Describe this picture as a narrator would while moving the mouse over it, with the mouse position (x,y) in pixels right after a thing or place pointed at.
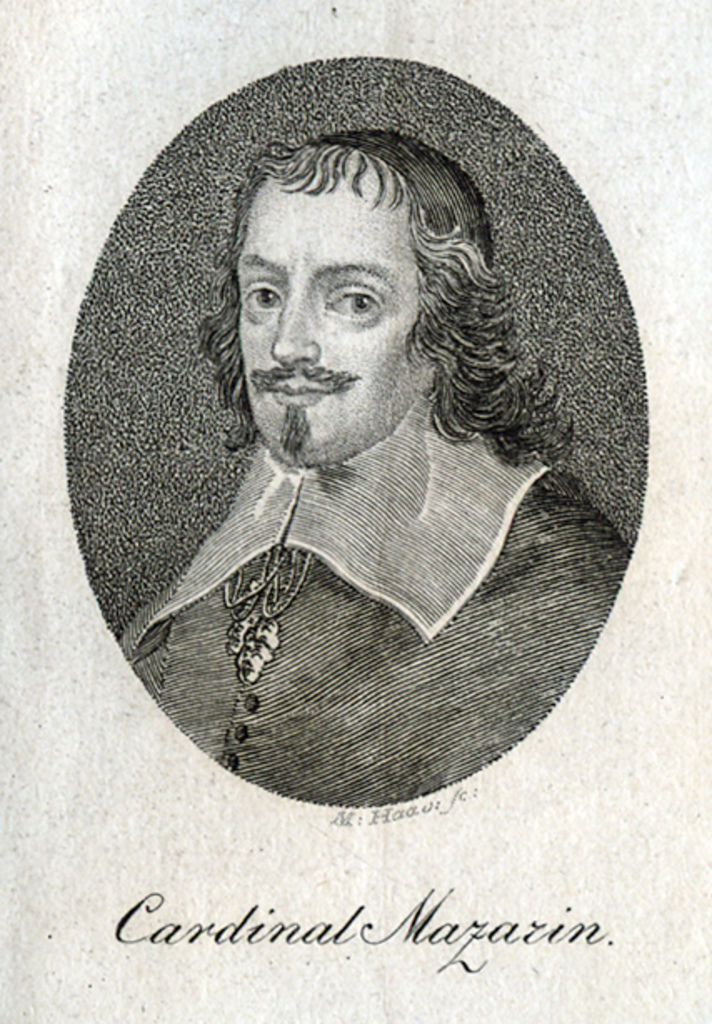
In the image i can see a photo (459,426) of the person (336,434) and some text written on it.
